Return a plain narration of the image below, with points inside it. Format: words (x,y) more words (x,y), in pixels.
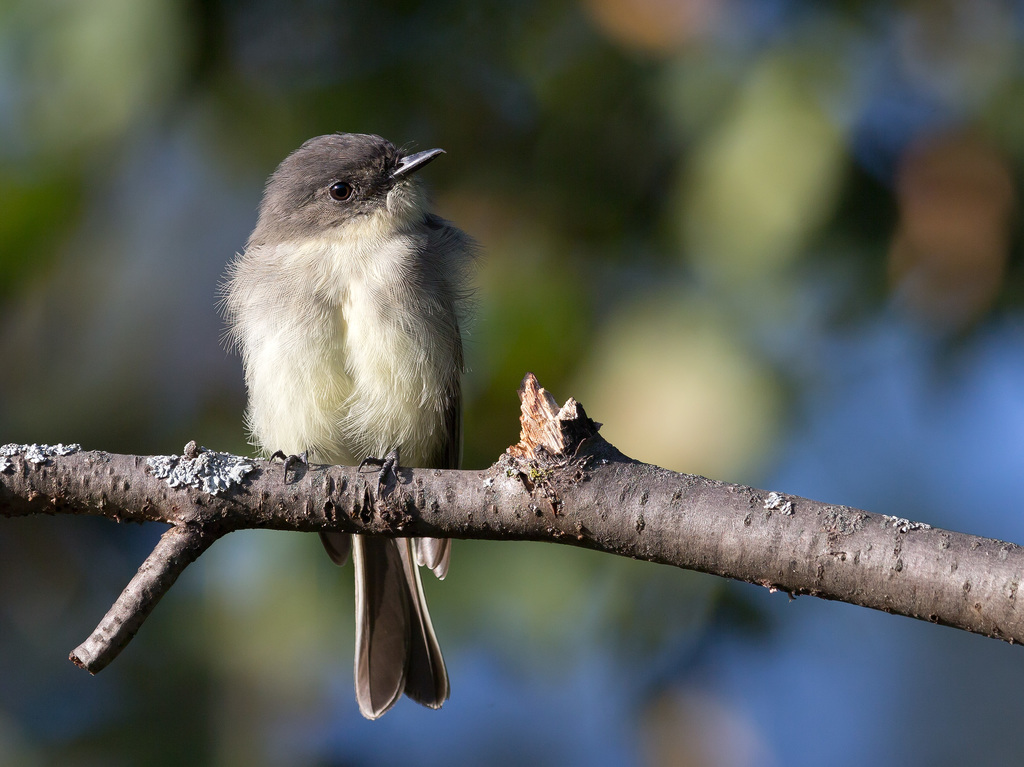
In this image I can see a bird (244,304) sitting on a branch (1004,617).
